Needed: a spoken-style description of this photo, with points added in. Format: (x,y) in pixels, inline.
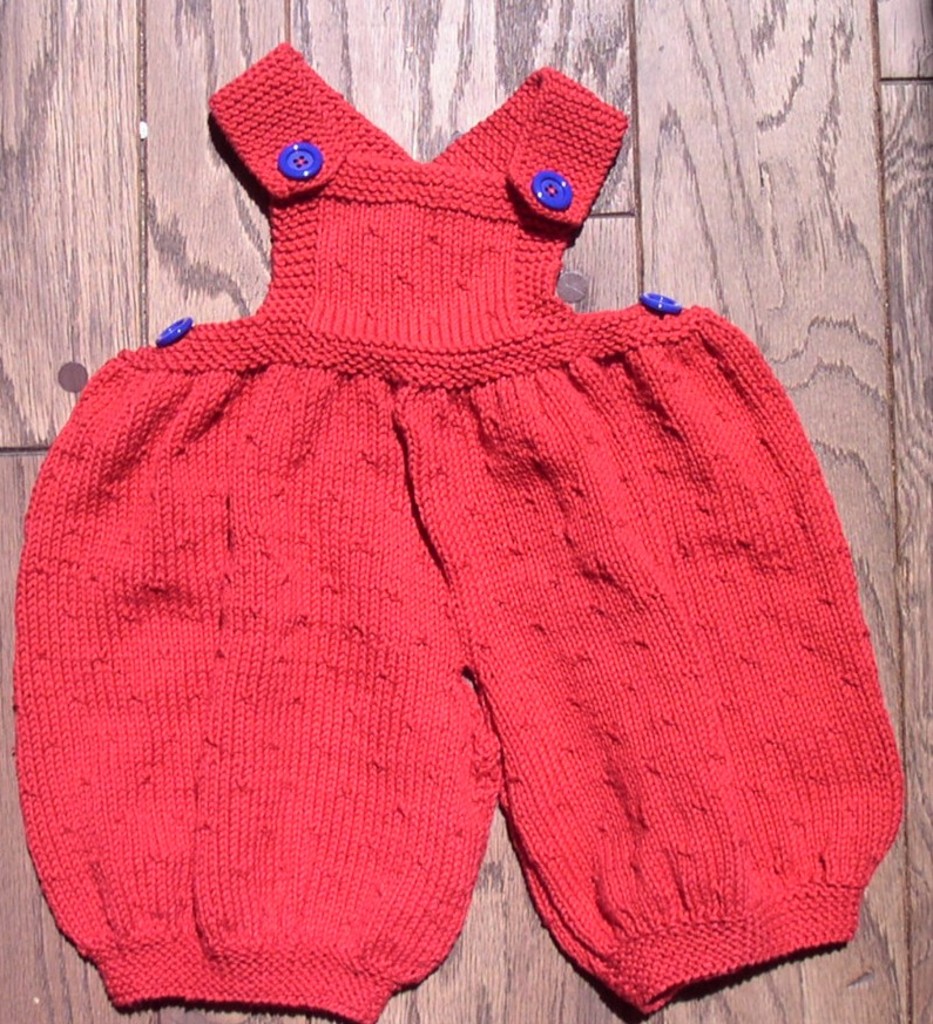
There is a baby dress (343,546) in red color in the center of the image (412,493) on a wooden surface (916,56).
